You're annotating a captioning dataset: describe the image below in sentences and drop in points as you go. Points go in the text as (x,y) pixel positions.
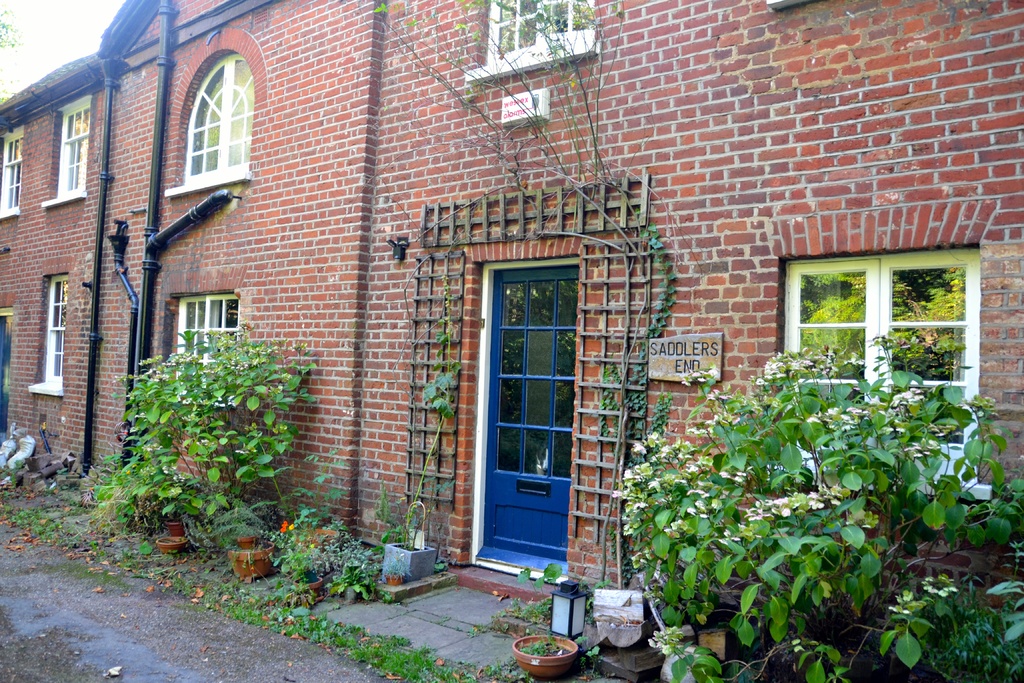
In the image there is a brick building (327,208) in the back (716,220) with many windows (896,322) with small plants (231,480) in front of it.
